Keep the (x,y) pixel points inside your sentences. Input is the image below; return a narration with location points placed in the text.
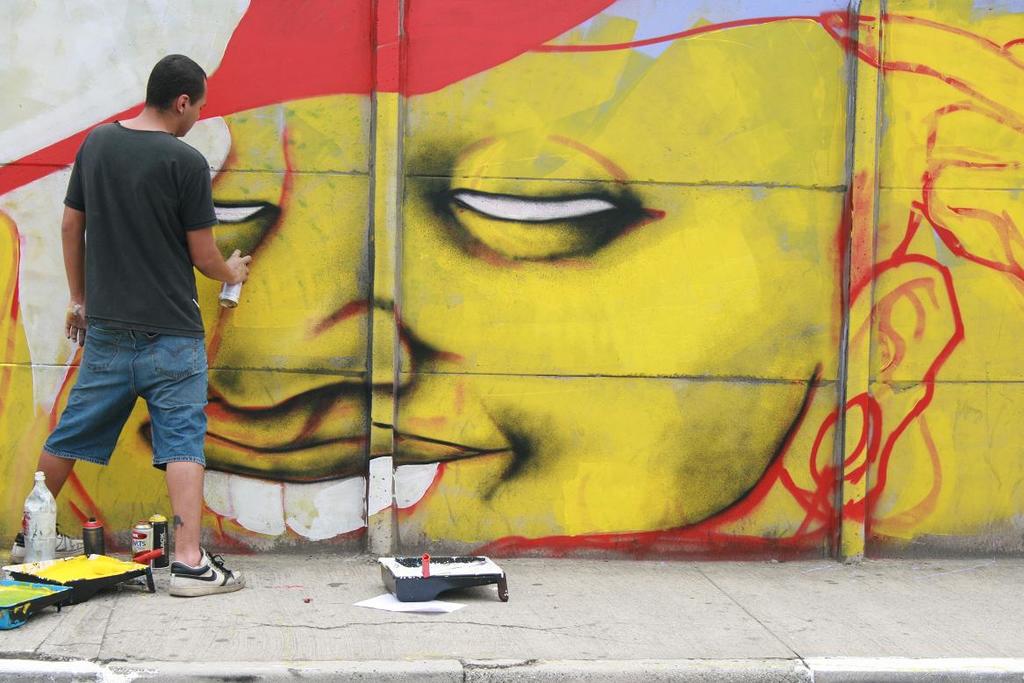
In this image I can see the person (111,385) wearing the black and blue color dress (94,328) and holding the bottle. In the background (439,227) I can see the graffiti (465,253) on the wall (98,98). I can see the bottles (45,547) and some objects (60,573) on the footpath (209,653).
